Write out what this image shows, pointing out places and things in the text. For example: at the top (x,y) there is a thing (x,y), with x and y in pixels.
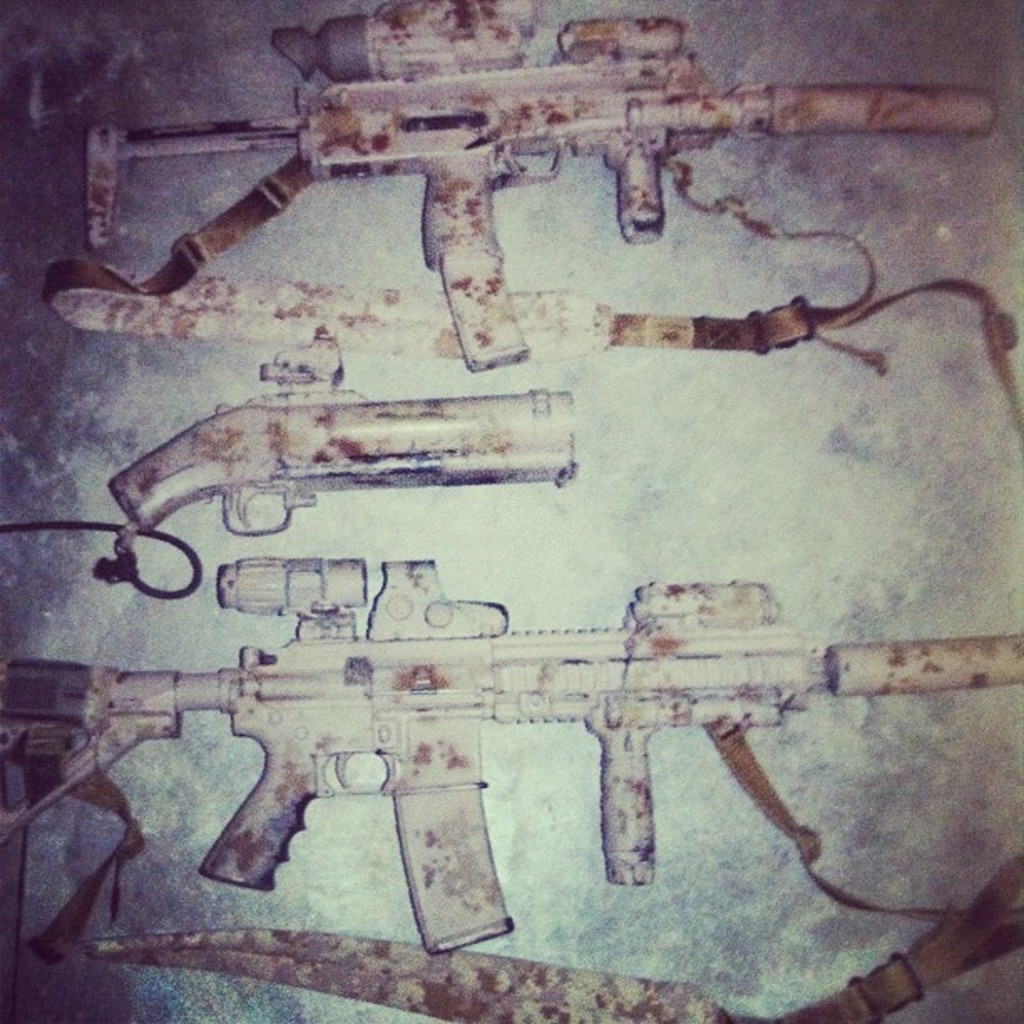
In the image there are few weapons (414,647) kept on a surface (692,373) and there are some reddish-brown color patches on the weapons (453,12).
